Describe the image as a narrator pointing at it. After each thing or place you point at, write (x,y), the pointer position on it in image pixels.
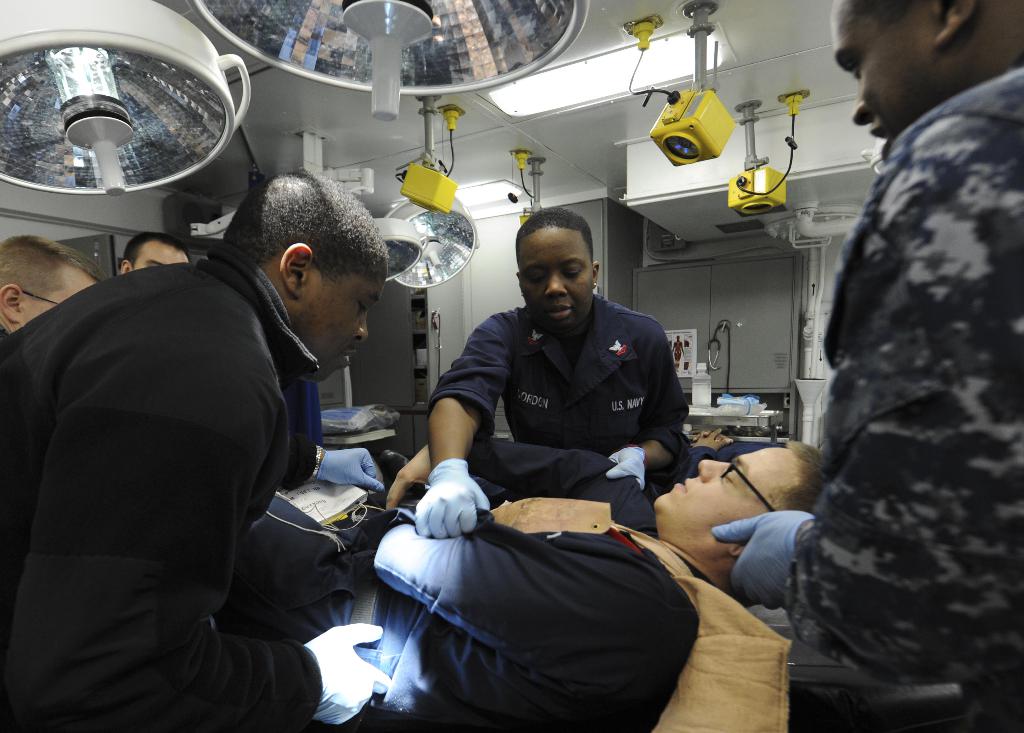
There is a person (585,497) in navy blue color shirt (639,566), laying on a bed (749,620). Around him, there are other persons (980,292) standing and holding him. Above them, there are lights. In the background (486,277), there is a wall (746,284) and there are other objects (667,289).
